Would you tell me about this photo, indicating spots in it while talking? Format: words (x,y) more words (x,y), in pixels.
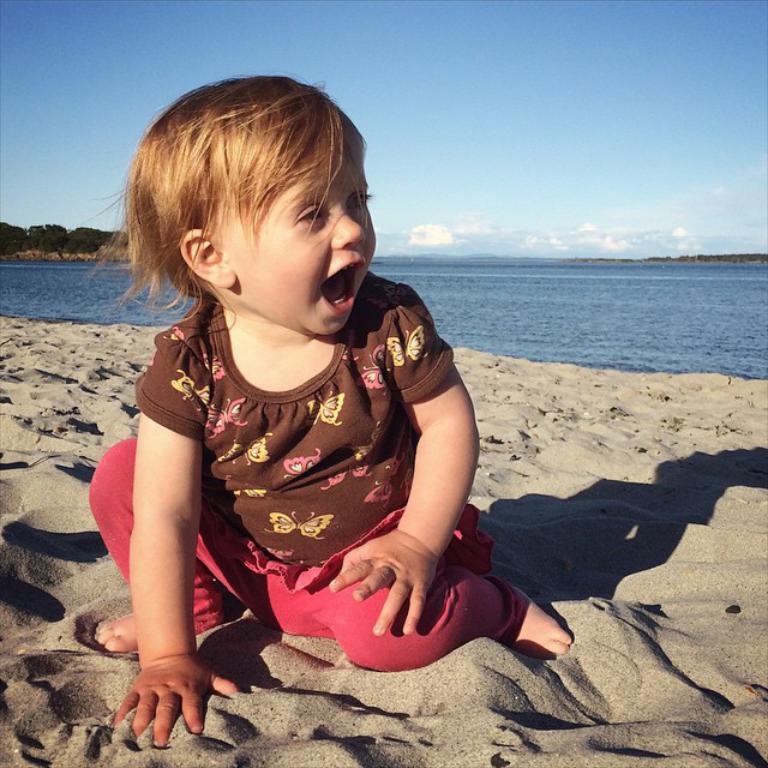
In this there is a girl (297,474) sitting on a sand (109,379), in the background (594,299) there is the sea (447,294), mountains (98,241) and the sky (626,172).
